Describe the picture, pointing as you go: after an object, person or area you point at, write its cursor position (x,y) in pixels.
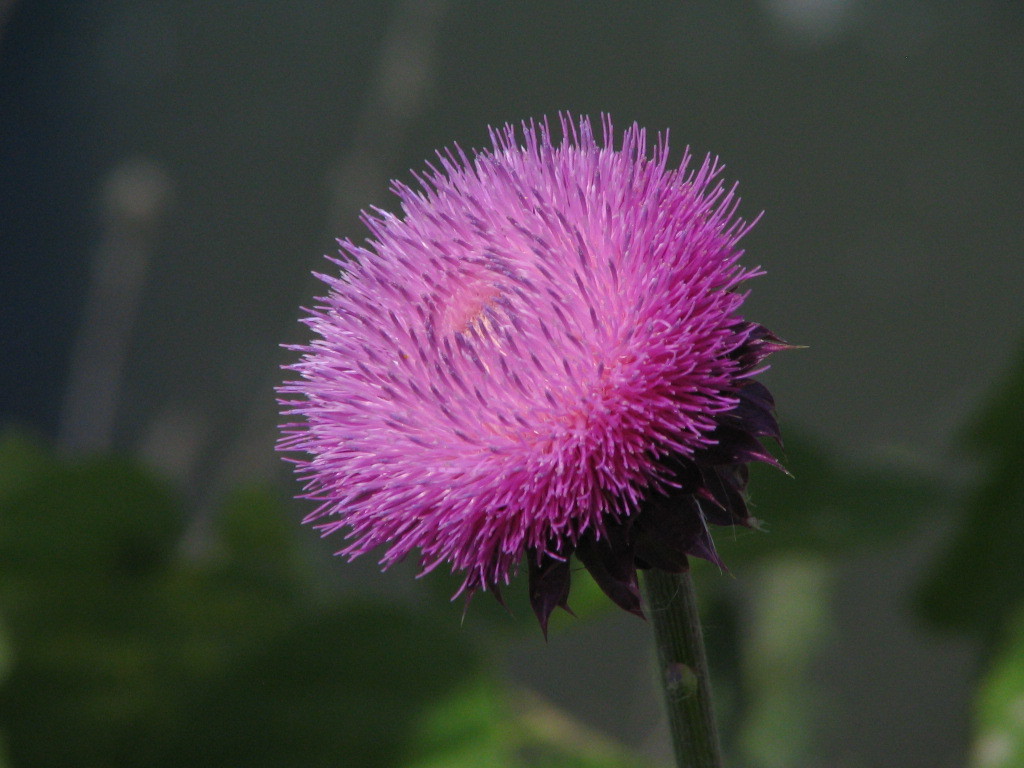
There is a zoom in picture of a flower (376,311) in the middle of this image (525,340).
